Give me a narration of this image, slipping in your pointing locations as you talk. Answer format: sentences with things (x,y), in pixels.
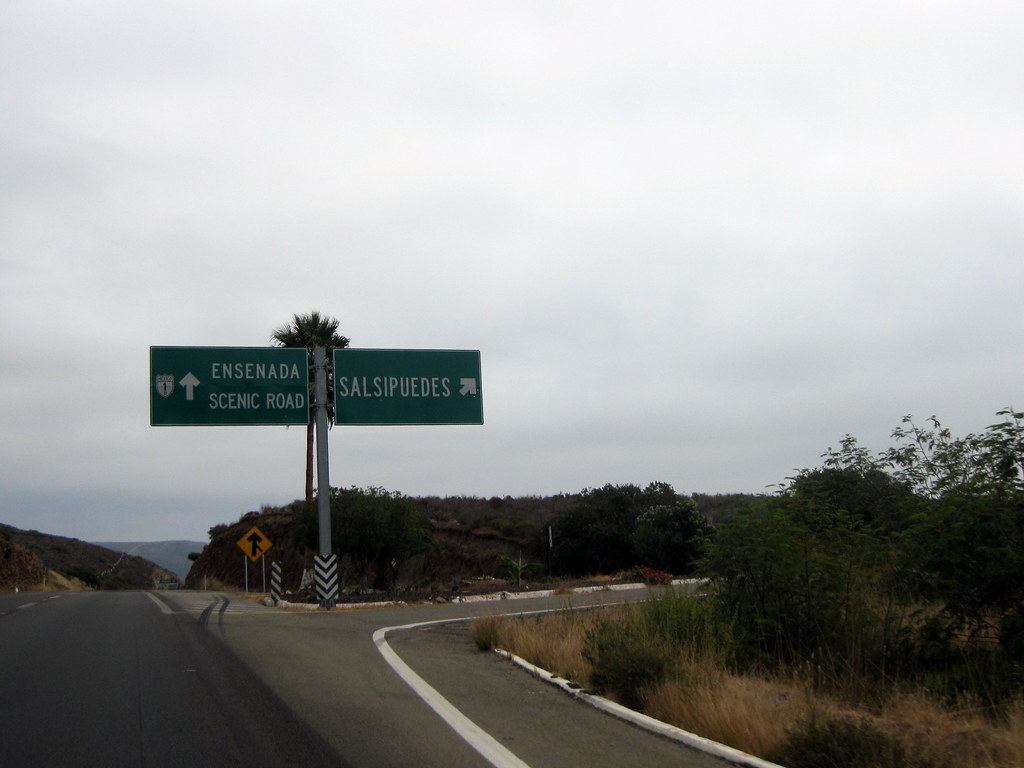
This picture shows few trees (667,505) and we see roads (438,614) and couple of name boards (293,403) to the pole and a design board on the back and a cloudy sky (607,187).
